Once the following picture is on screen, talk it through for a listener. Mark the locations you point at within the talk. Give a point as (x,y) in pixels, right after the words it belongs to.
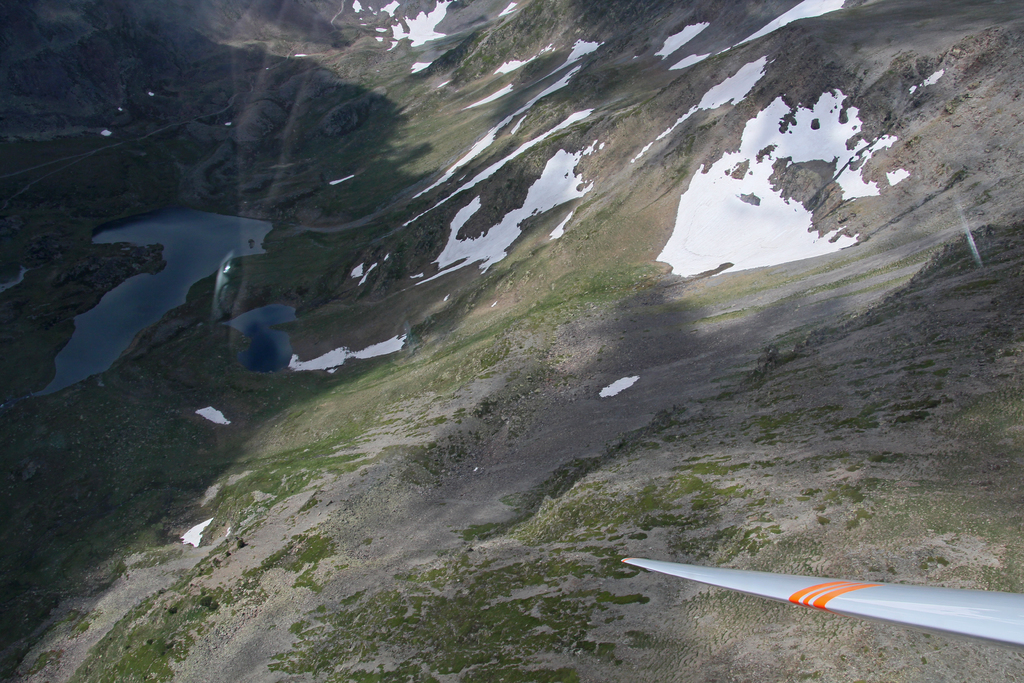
Here on the right (793,581) at the bottom corner (809,579) we can see an object (848,600) and there is water (263,370) on the left (139,296) and we can see snow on the ground (489,165) at random places.
